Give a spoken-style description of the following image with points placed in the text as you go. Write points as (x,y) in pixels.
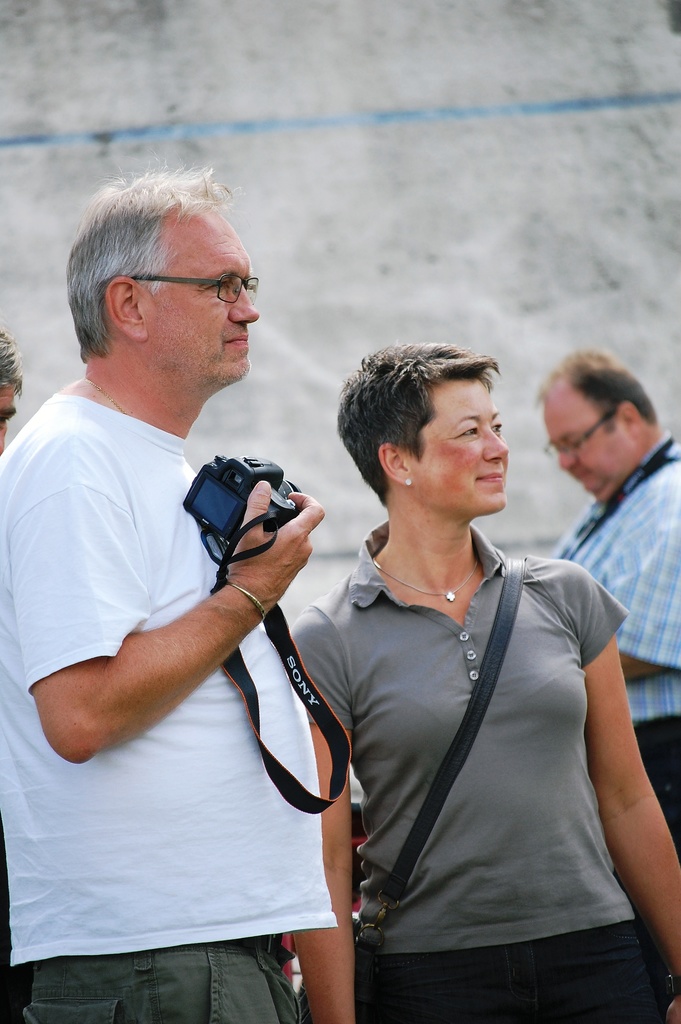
this picture shows four people (7,338) and we see a man (204,616) holding a camera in his hand (295,555) and we see a woman (324,1012) she wore a handbag (463,730).
